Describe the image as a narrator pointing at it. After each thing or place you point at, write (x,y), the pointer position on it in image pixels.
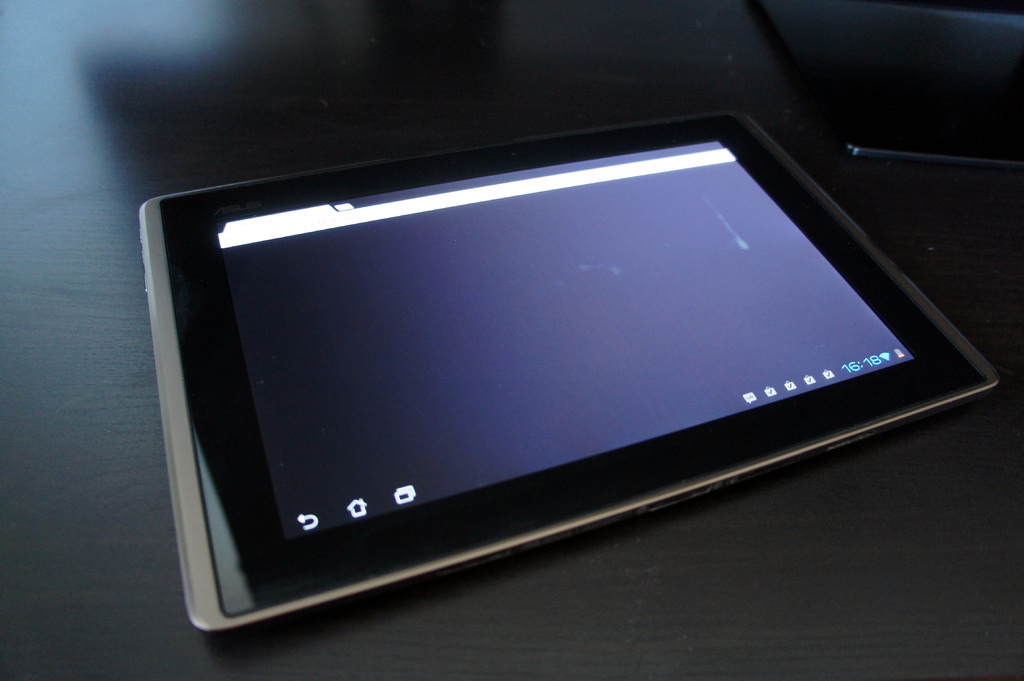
In the picture we can see a tablet (463,483) with a screen (619,418) placed on the desk surface (85,628).
